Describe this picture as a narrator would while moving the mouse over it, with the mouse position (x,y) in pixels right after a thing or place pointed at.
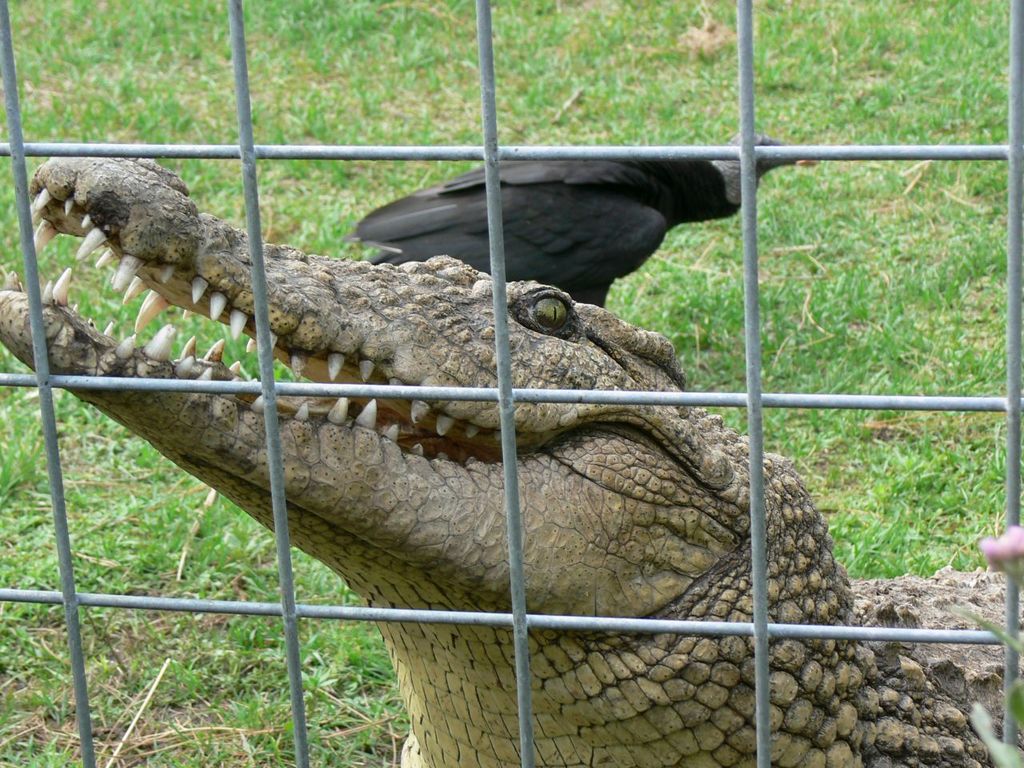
In this picture we can see crocodile (782,552) and crow (568,233). On the bottom right corner (976,723) there is a flower (994,626) near to the steel fencing (744,216). On the top (674,45) we can see grass (520,32).
